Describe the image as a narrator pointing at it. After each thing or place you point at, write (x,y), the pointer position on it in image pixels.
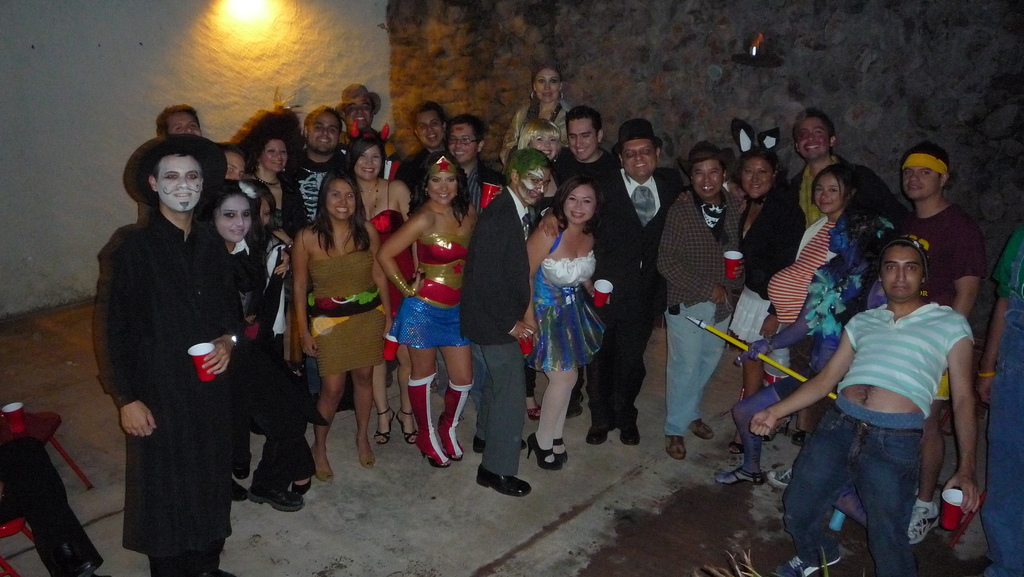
In this image we can see group of people (324,291) are standing and dressed in a different manner and they are taking a photograph.
